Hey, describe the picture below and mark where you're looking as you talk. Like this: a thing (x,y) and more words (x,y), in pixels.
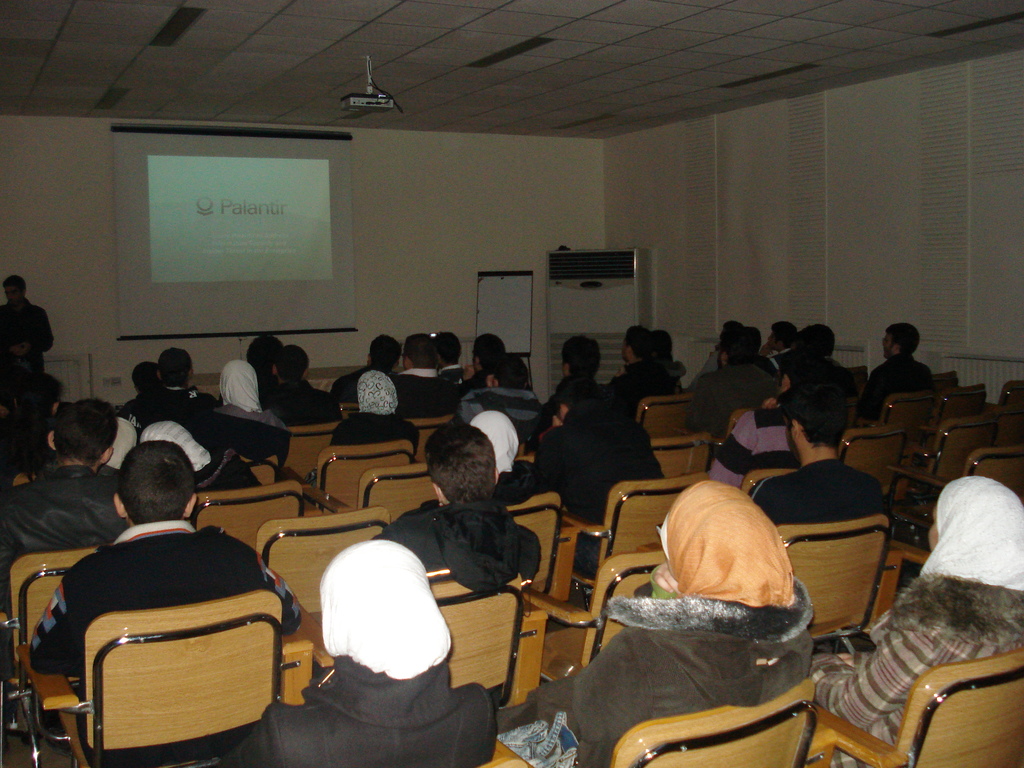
There is a group of people (698,598). They all are sitting in a chair (606,611). On the left side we have a person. He's standing. We can see in the background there is a projector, board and curtain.
